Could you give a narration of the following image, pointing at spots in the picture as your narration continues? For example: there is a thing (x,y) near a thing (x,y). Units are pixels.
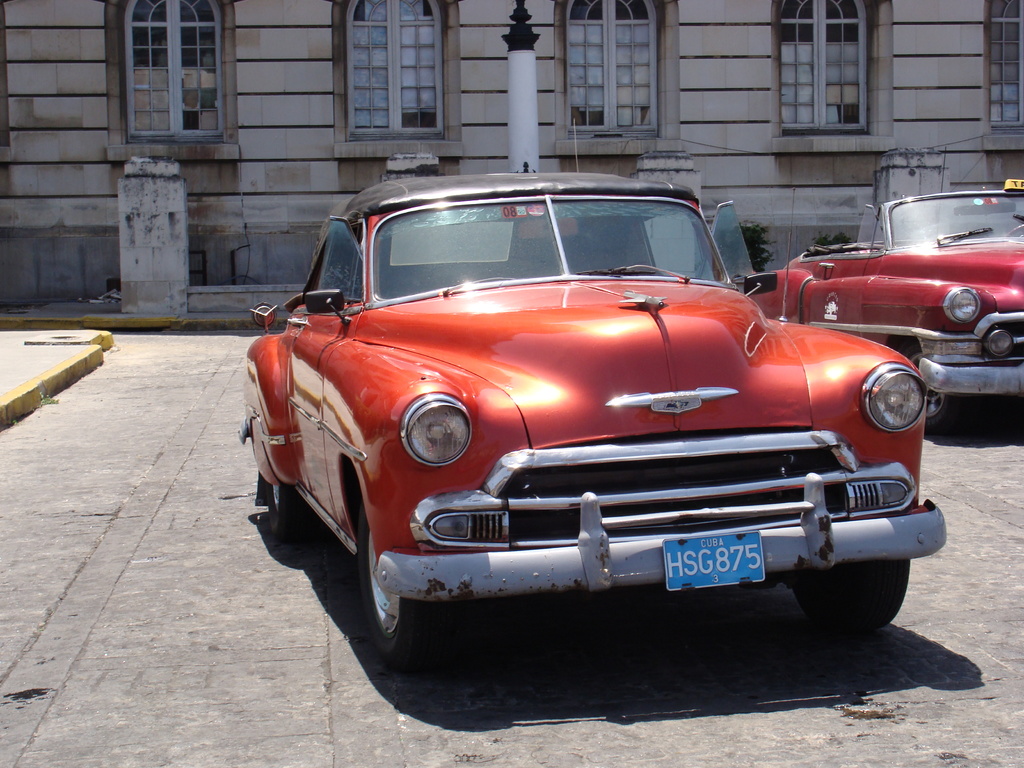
In the center of the image (507,415) we can see two cars (963,256), which are in orange and red color. And there is a number plate (696,585) on the front car (701,551). In the background (456,124) there is a building (311,100), wall (450,59), pole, pillars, windows (391,137) and a few other objects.
